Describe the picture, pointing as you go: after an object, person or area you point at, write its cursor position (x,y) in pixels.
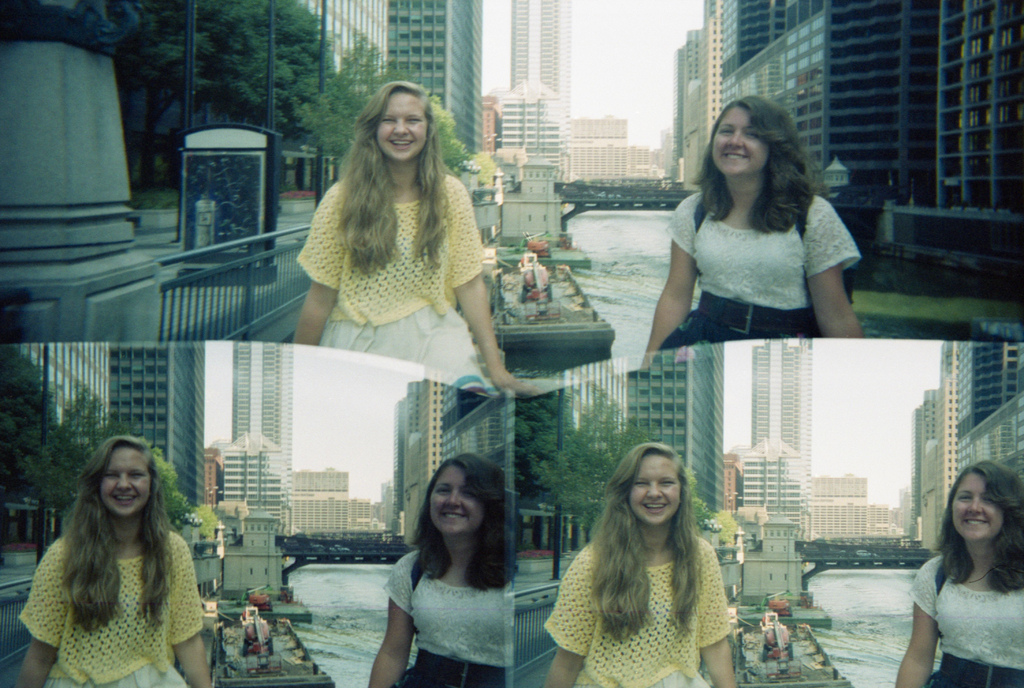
This is a collage image of two girls (319,271) with a smile on their face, behind them there are buildings (240,395), trees (453,154) and lamp posts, beside the building (571,124) there is a bridge (642,191), beneath the bridge (630,204) there is a river (626,276) flowing.
